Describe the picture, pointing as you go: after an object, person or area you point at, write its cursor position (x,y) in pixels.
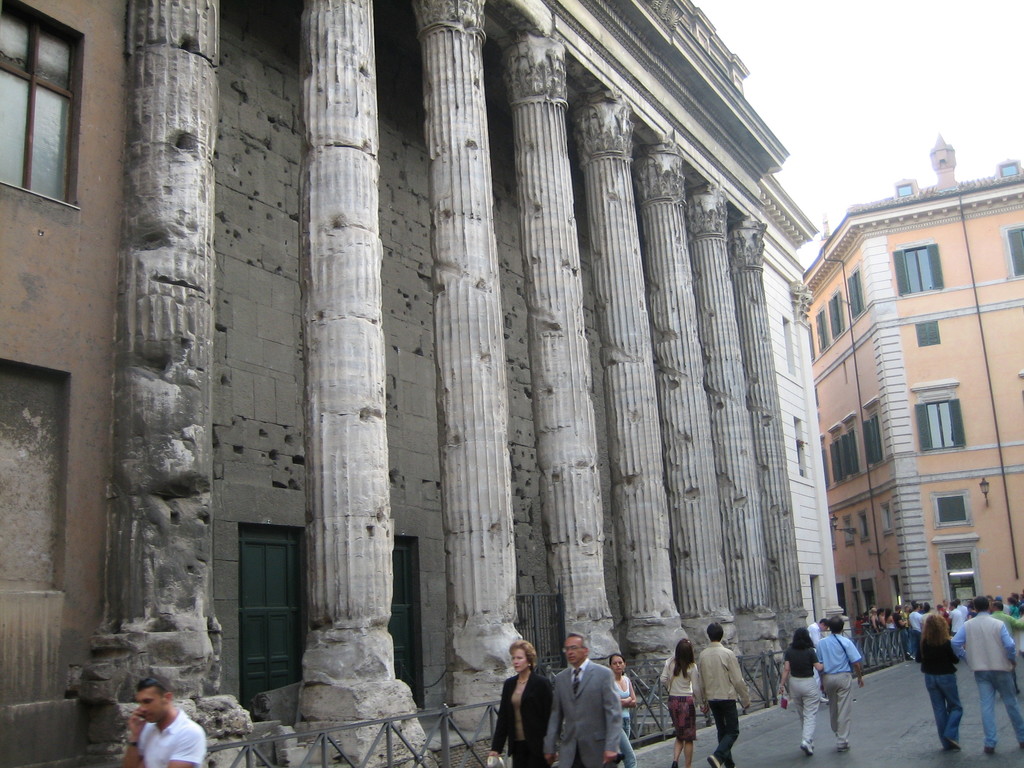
This image is clicked outside. There are buildings (662,459) in the middle (462,405). There are so many people (574,666) walking at the bottom (939,693). There is sky (873,86) at the top (926,91).
